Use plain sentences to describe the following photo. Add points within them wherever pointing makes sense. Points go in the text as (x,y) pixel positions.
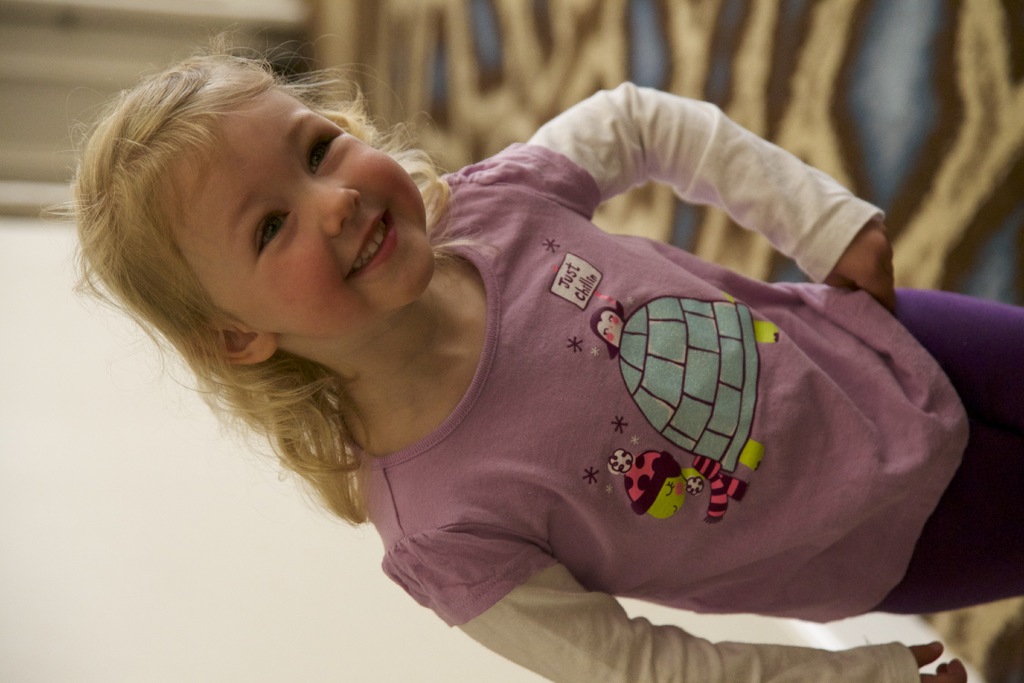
In this image I can see the person (458,416) standing and wearing the purple and white color dress (807,405). In the background (86,545) I can see the wall (66,503).
